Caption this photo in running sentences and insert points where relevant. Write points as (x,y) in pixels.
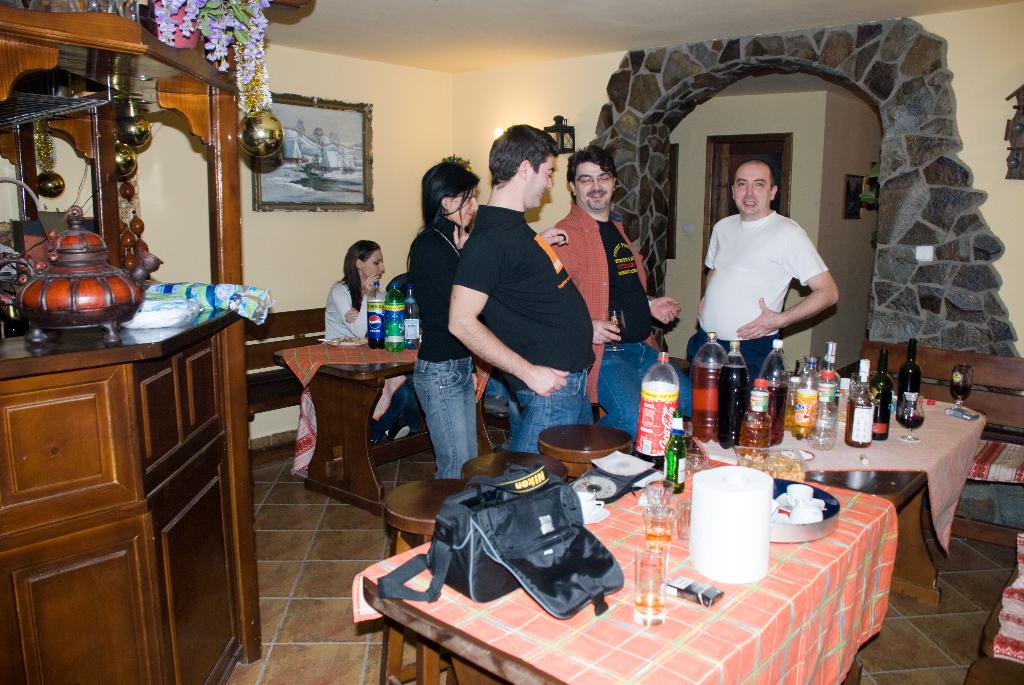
In this picture we can see a group of people (453,288) where some are standing and smiling and some are sitting on chair (324,317) and in front of them there is table (675,500) and on table (612,545) we can see bag (573,563), glass (683,525), tissue paper (744,528), plate (791,538), bottles (666,391), CD (577,481) and in background (462,105) we can see wall (449,134) with frames (324,108), cupboard (212,367), pot (103,310), arch (885,128).
